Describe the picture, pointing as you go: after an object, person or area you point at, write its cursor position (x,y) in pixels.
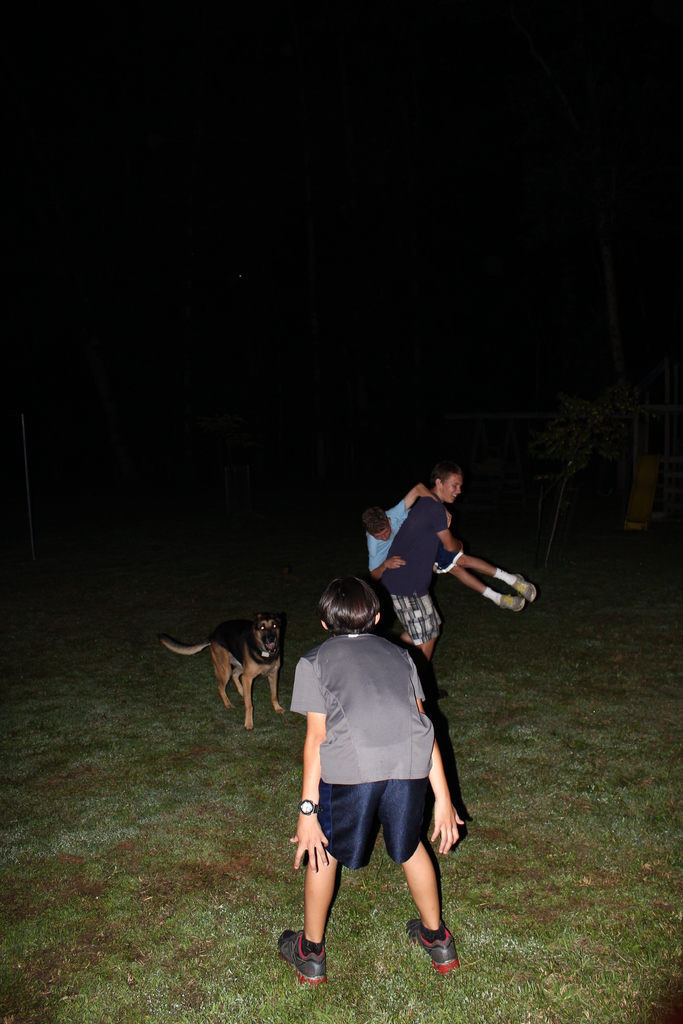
There is a person (356,806) standing on a greenery ground (257,919) and there is a dog (247,655) in front of him and there is a person (415,569) standing and holding another person (399,523) beside the dog (235,646).
